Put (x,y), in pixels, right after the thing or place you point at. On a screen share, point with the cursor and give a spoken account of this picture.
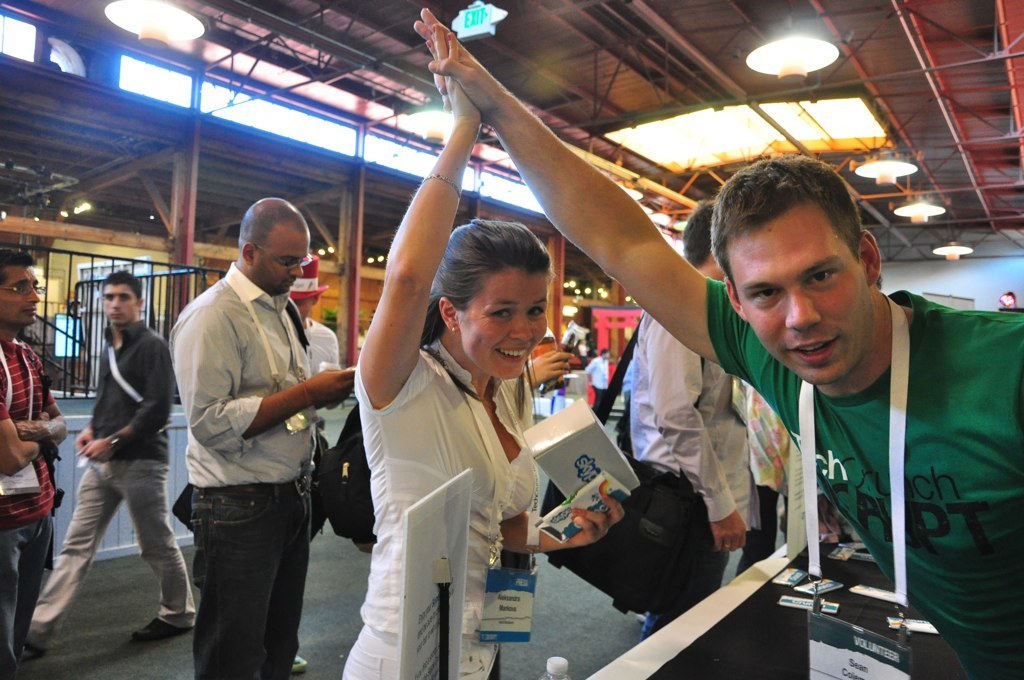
In this image there are people (103,510) the lady (507,526) standing. In the center (548,321) is holding a carton (602,443). In the background (154,304) there are grills (155,319), lights (156,38) and walls (960,291).
